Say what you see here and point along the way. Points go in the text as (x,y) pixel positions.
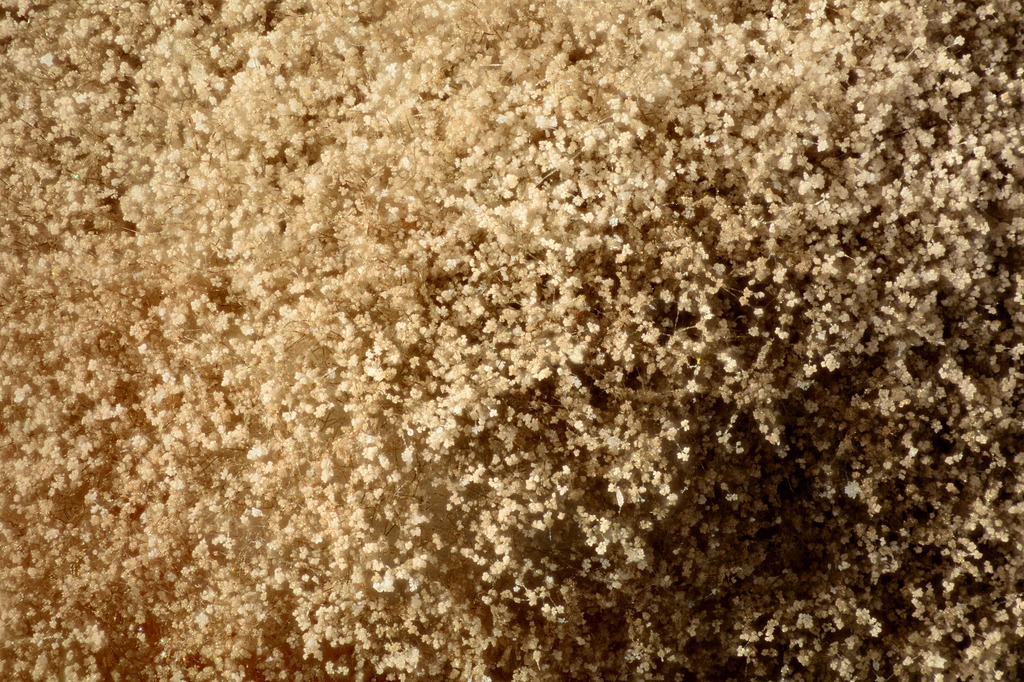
In this image, I think these are the tiny flowers (369,408) for the trees (792,510).
